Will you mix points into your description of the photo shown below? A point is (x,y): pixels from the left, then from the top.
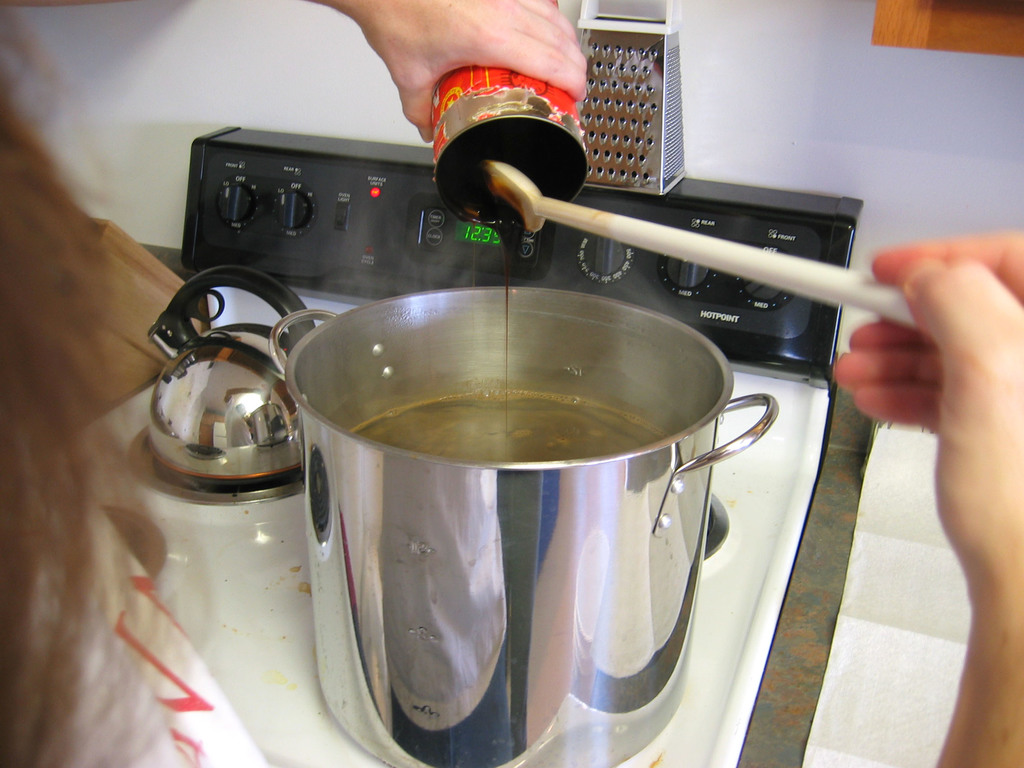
In this image I can see a person (92,431) is holding a can (517,105) and spoon (573,213) in the hands (481,40) and pouring some liquid (484,203) into a vessel (511,544) which is placed on a stove (276,668). At the back of this vessel (605,537) I can see a black color machine (339,227). On the top of the image (812,101) I can see a wall (878,101).
